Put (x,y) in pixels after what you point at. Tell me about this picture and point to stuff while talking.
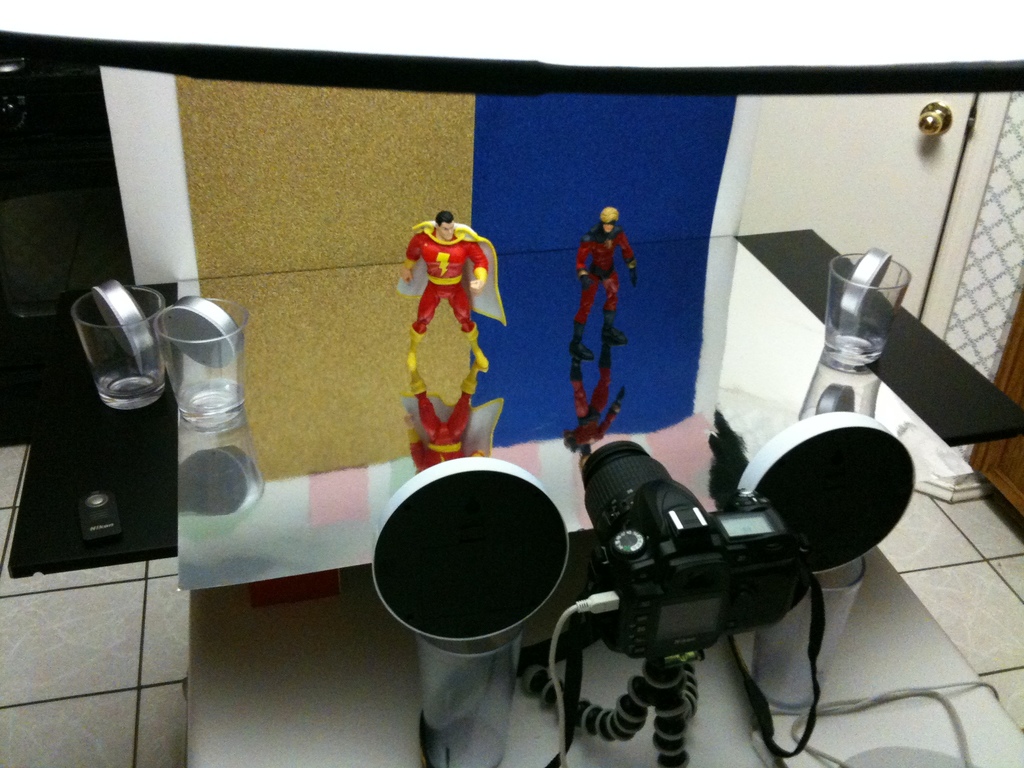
In this image there is a table (514,350) on which there are two toys (460,255). On the left side (142,344) there are two glasses (147,362). In the middle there is a camera (689,596). At the bottom (484,702) there are two other plastic glasses (798,666). At the top (904,156) there is a door (912,159). In the background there is a mat (449,145). There are two speakers (804,491) beside the camera (680,509).
